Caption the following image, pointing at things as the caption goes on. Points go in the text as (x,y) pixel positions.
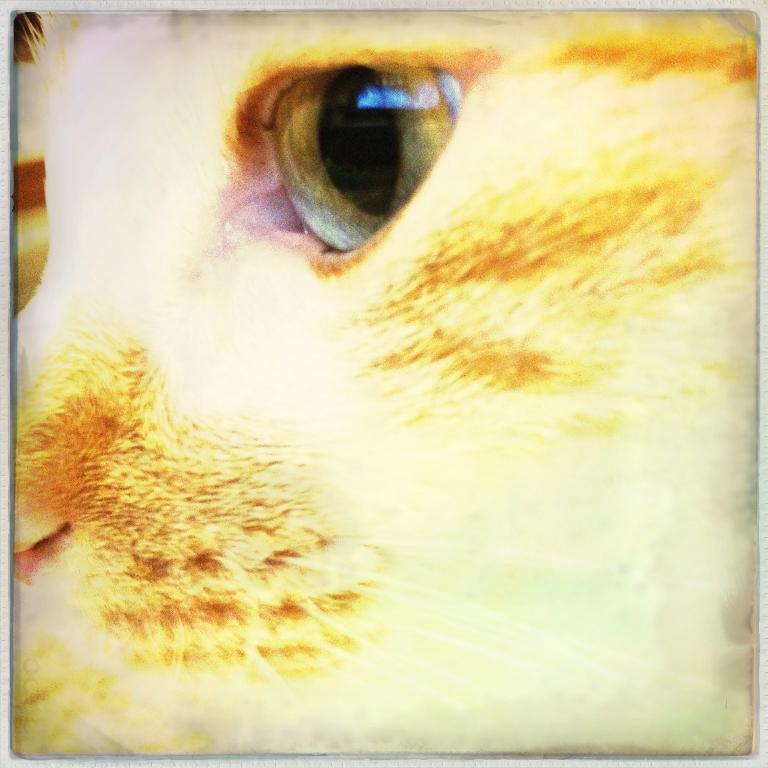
In this image in the foreground (232,204) there is one animal (626,355).
